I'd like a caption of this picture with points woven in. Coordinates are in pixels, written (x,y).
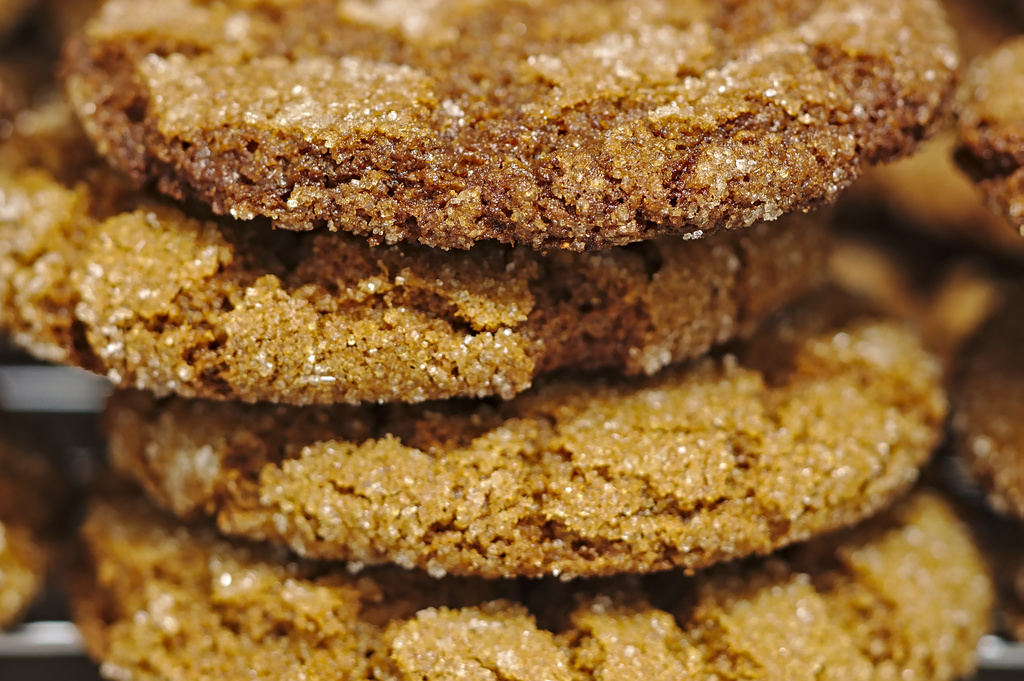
Here we can see cookies (779,439).
